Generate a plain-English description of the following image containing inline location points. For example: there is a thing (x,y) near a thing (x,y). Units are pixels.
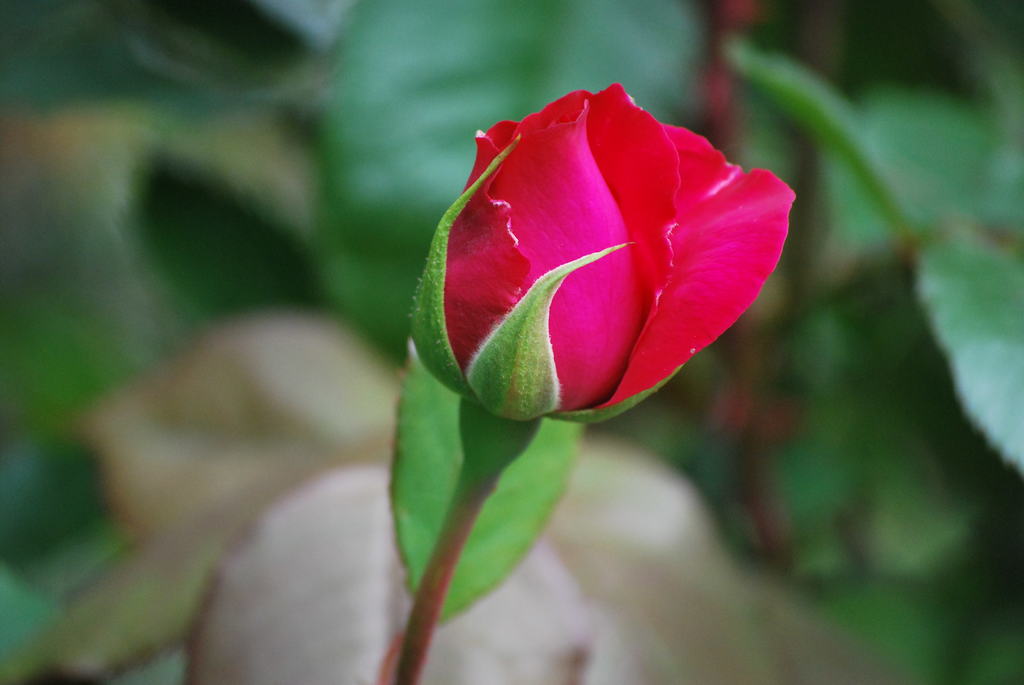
In this image, we can see a rose (442,576) and the blurred background (459,25).
